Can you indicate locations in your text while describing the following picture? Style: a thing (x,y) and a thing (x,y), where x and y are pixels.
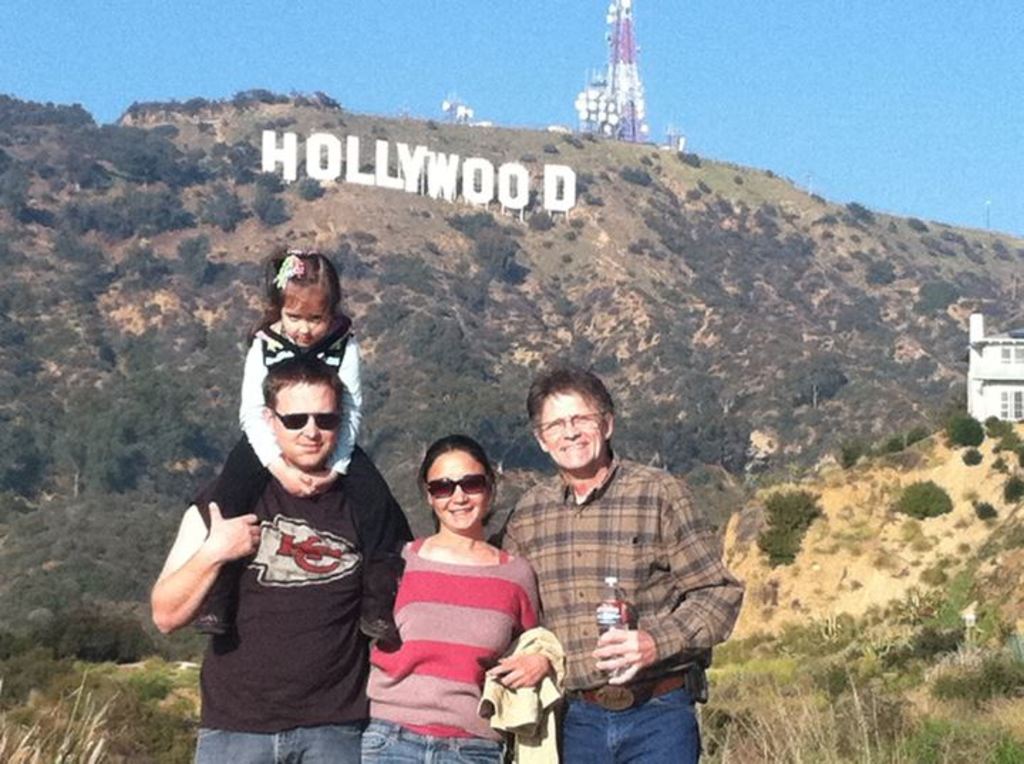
In this picture I can see a girl (302,362) sitting on the man (250,706). I can see a woman (386,682) and a jacket (514,652) on her hand (496,667). I can see a person (567,603) holding a bottle (621,636) in his hand (638,661). Some grass (27,746) is visible at the back (107,728). I can see some plants (967,435) on the right side (787,532). I can see some plants (238,148) and a text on the hills (488,148). A tower (621,140) is visible in the background (630,52). Sky (552,8) is blue in color.
